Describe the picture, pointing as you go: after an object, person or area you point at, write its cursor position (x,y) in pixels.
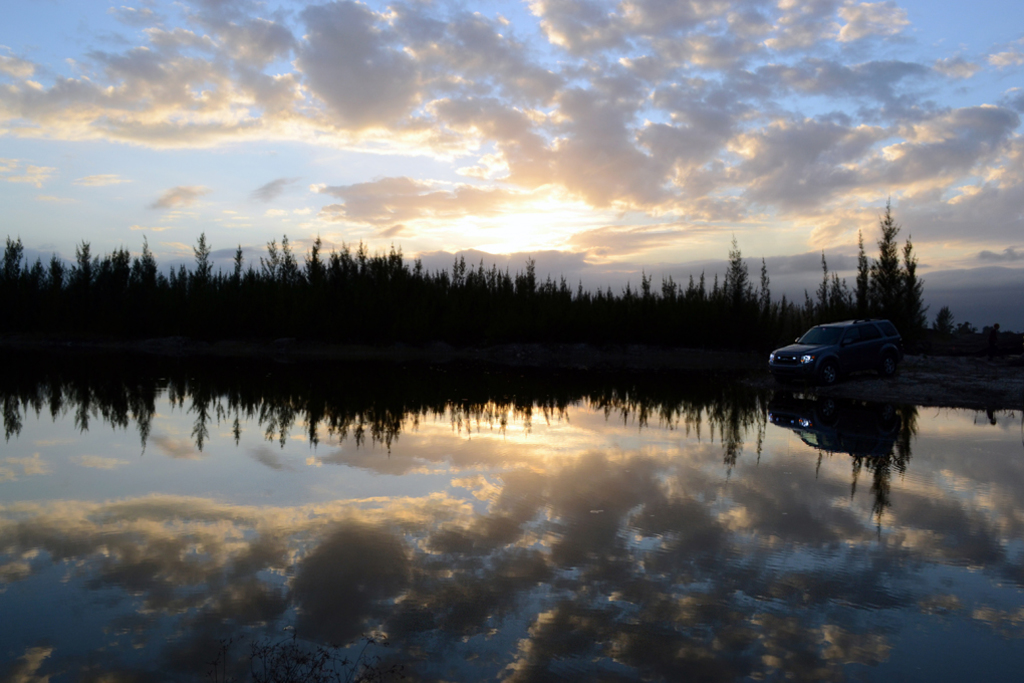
In this image in front (968,535) there is water (733,531). There is a car (796,353). In the background of the image (591,336) there are trees (412,309) and sky (530,13).
